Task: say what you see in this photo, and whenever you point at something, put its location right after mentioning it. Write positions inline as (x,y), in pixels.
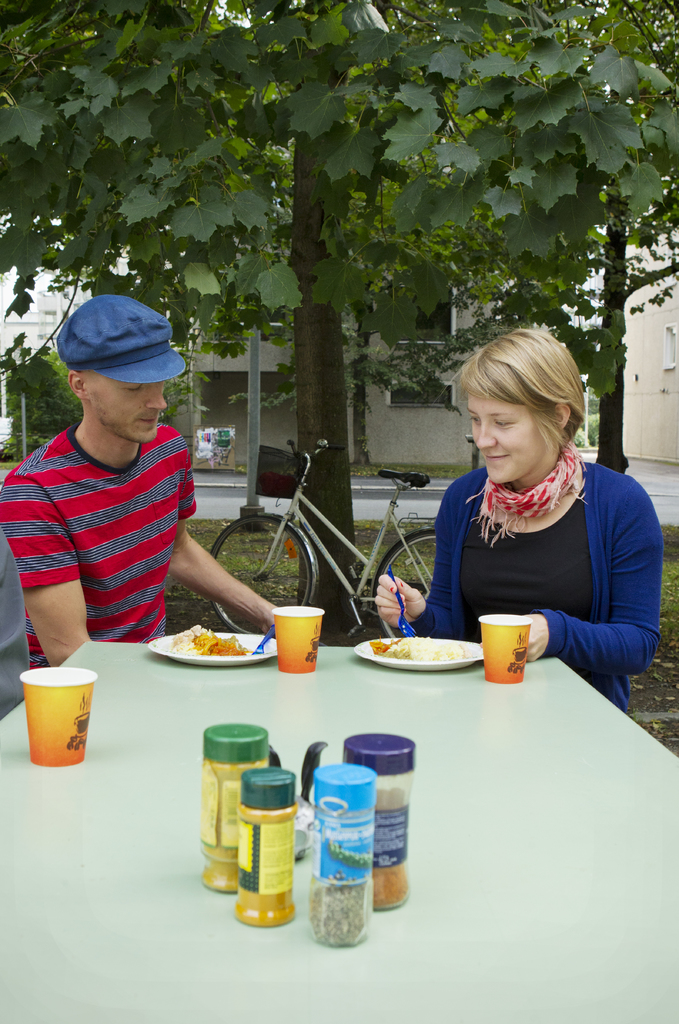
In this image we can see a man (133,506) and a woman (521,503) sitting near the table (524,759), woman (463,586) is holding a spoon (399,605) and there are plates (247,642) with food items (428,648) and spoon (272,632), there are few glasses (490,641) and bottles (290,840) on the table (365,730) and in the background (331,284) there is a bicycle (327,558) near the tree (331,261) and there is a building (272,438).
